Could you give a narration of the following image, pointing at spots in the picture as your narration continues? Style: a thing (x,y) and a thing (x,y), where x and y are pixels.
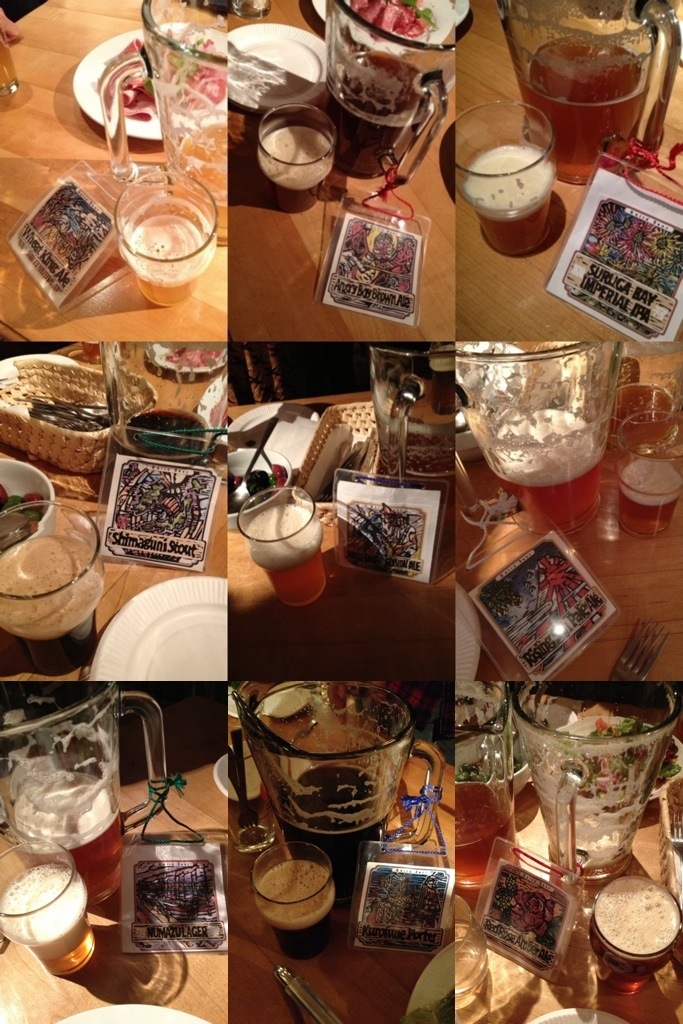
this image is a collage image, as we can see there are glasses (479,441), plates (171,611) and tables (327,525) as we can see in all these pictures in this image.
